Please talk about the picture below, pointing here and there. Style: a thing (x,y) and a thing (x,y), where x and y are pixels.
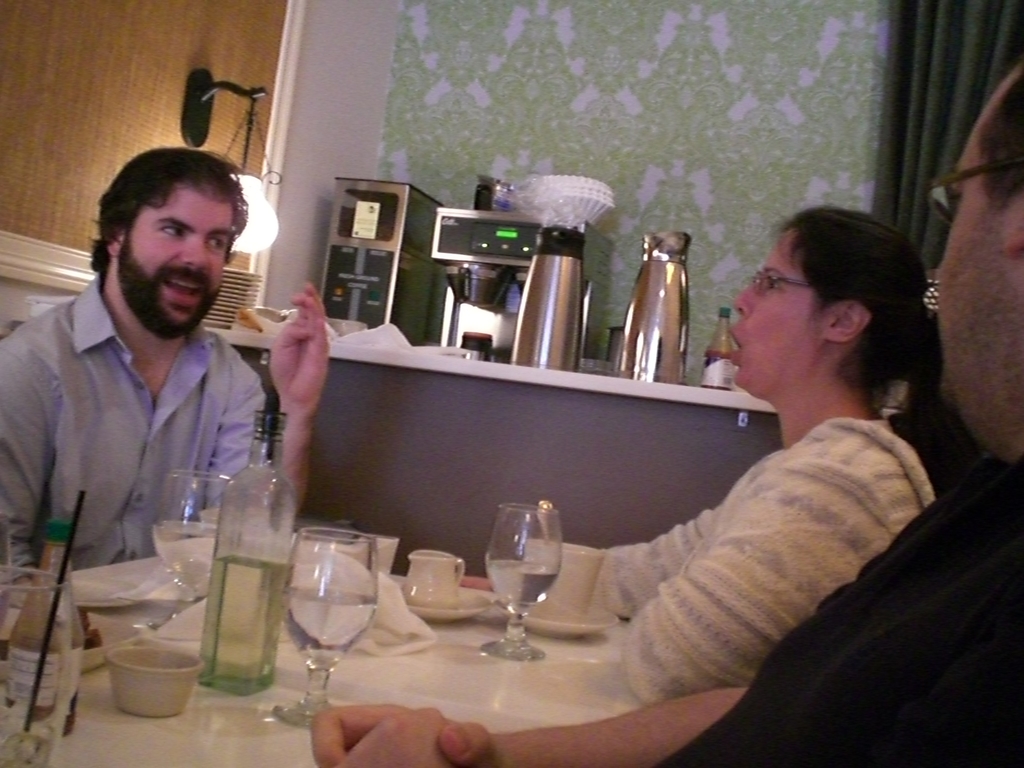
Here in this picture we can see a group of people (653,590) sitting on chairs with table (510,672) in front of them having bottles (248,651) and glasses (525,646) and bowls (194,656) and cups (429,602) all present on the table (444,706) over there and behind them on the counter top (637,387) we can see a coffee machine (474,324), a couple of flasks (546,311) and a lamp (275,202) and other kitchen items (366,245) present all over there.
